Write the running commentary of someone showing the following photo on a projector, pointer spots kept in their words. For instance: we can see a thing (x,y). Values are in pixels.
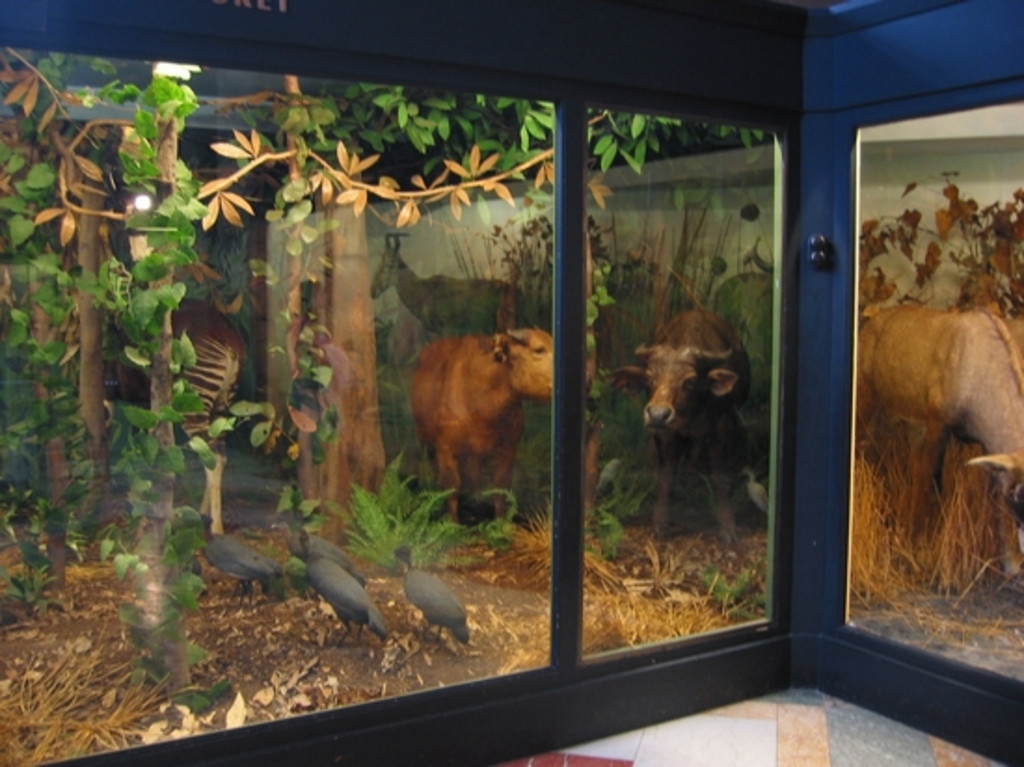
In this picture I can see the glass walls (1012,170), inside these walls (258,285), there are dolls (203,424) of plants (190,391), animals (203,391) and birds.
